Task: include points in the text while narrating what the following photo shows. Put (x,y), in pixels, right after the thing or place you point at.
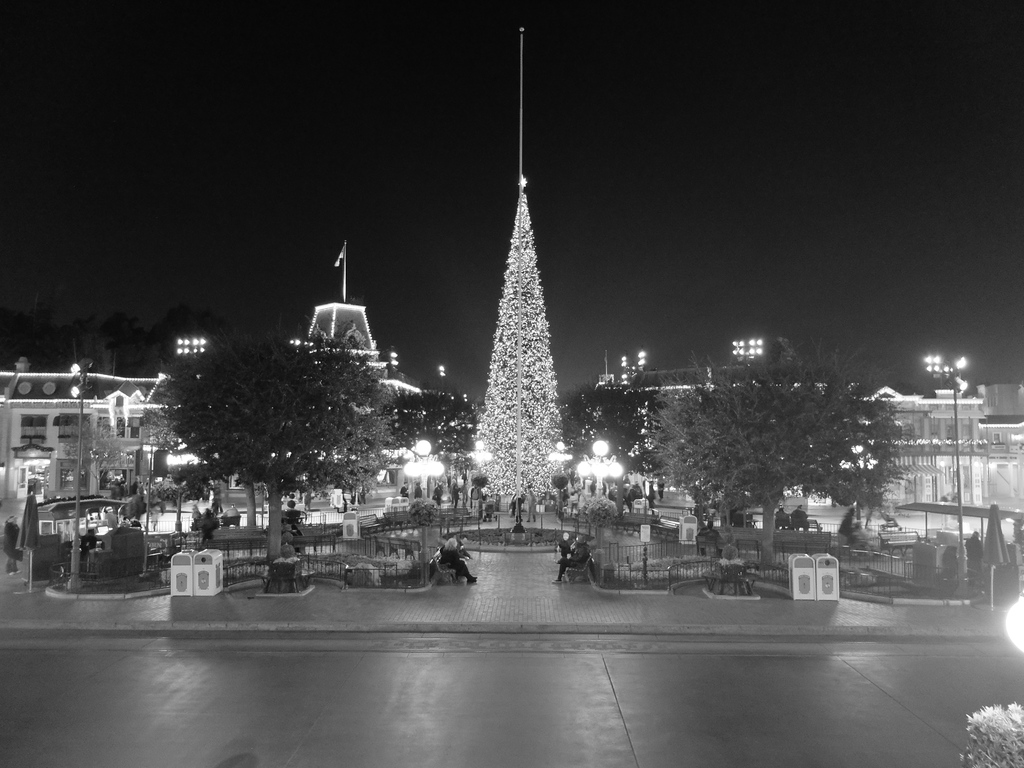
This picture is clicked outside the city. Here, we see people (563,580) sitting on the benches (396,525). Behind them, we see iron railing (618,575) and garbage bins (196,578) which are in white color. There are many trees (255,400) and buildings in the background (837,489). We even see street lights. At the top of the picture (535,127), it is black in color and this is a black and white picture.
